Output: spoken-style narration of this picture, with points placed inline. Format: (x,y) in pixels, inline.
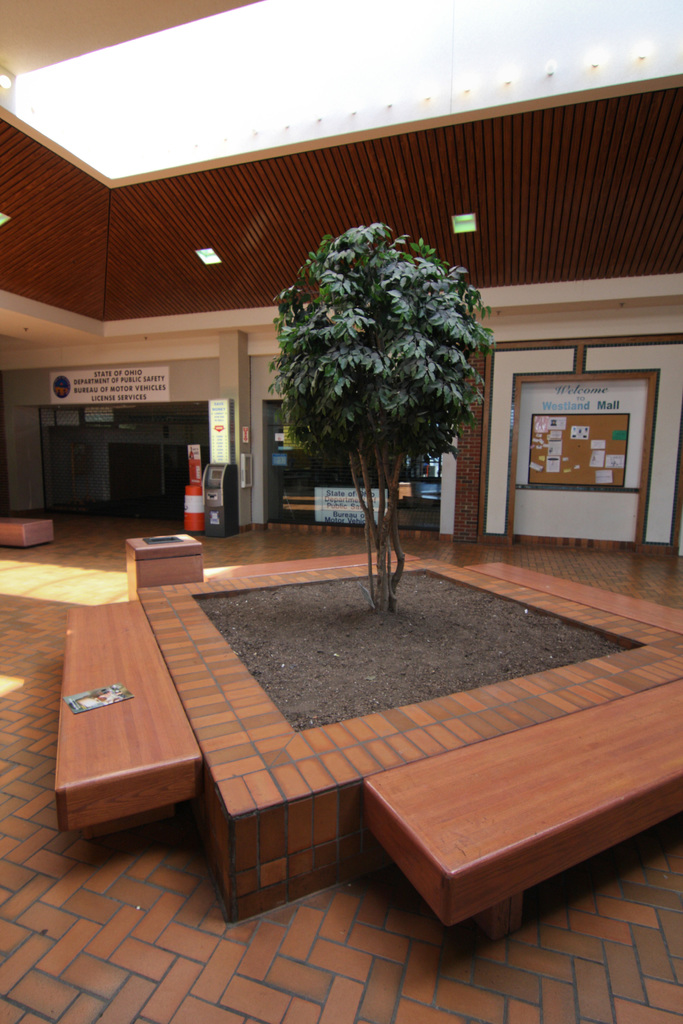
In the picture I can see a plant (406,351), wooden benches (136,720), machine (223,523), boards (612,426), stores (165,493) and the ceiling (466,166) in the background (280,163).
